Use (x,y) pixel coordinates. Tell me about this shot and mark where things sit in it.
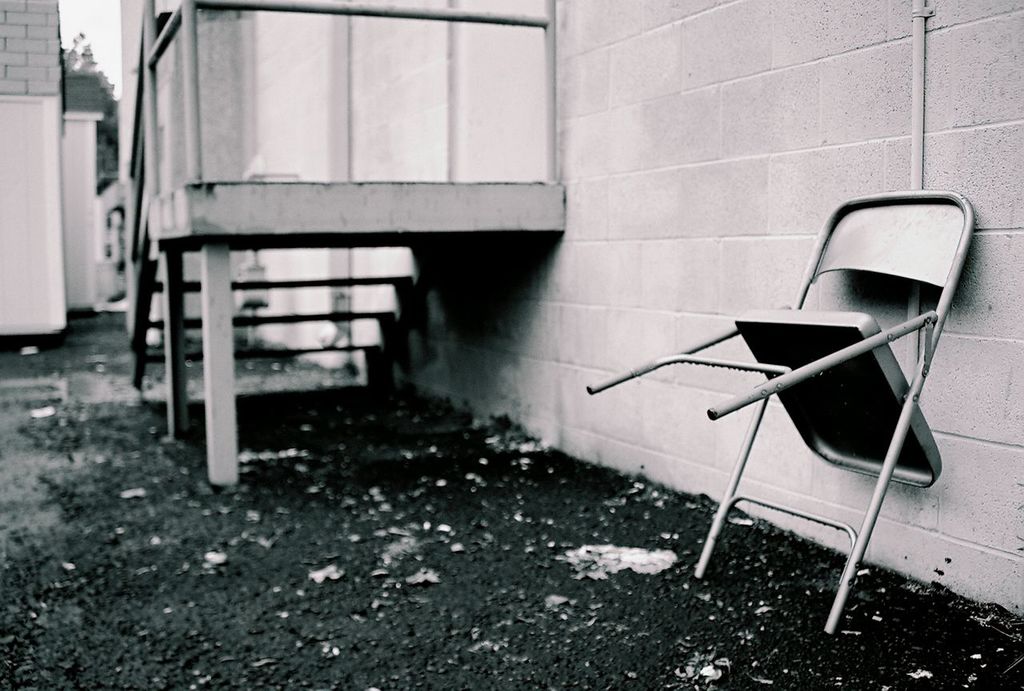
The outside picture of a house (776,245). The stairs (483,222) are connected with wall (684,221). The chair (904,219) is in standing position beside the wall (993,241). Far there are 2 houses (93,124) with a roof top (48,52), which is made of bricks (43,42). The wall (647,322) is in white color. Far there are trees (82,63). The sky (97,51) is in white color.
